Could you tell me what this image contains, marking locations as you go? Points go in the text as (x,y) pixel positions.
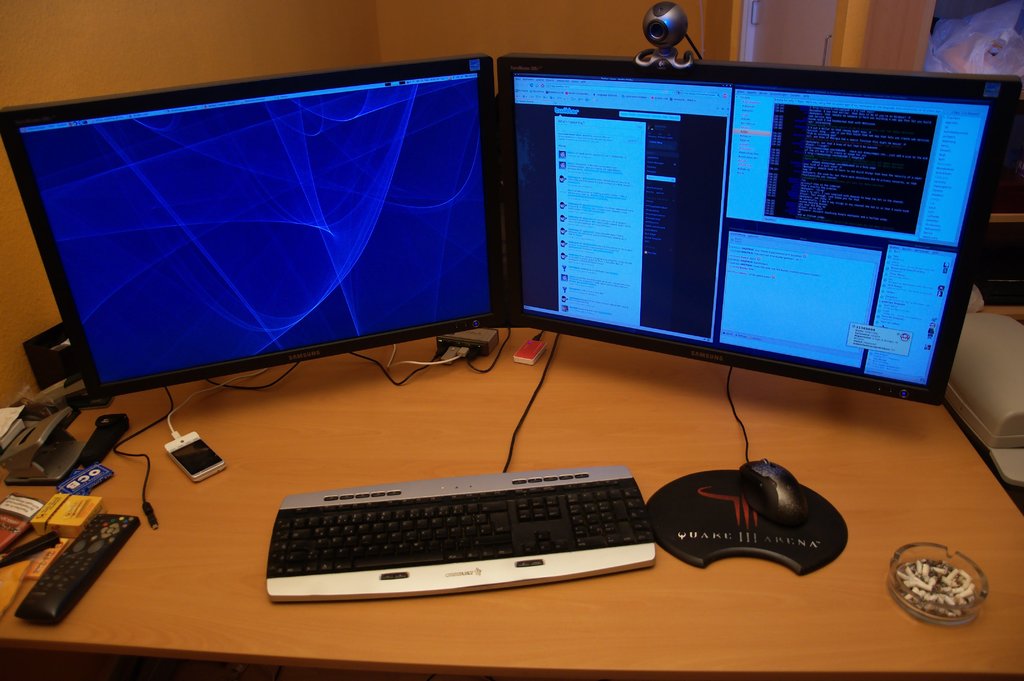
this picture shows a table (691,659) on the table (799,424) we see two monitors (89,345), keyboard (636,537), mouse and a mobile phone (214,458).
